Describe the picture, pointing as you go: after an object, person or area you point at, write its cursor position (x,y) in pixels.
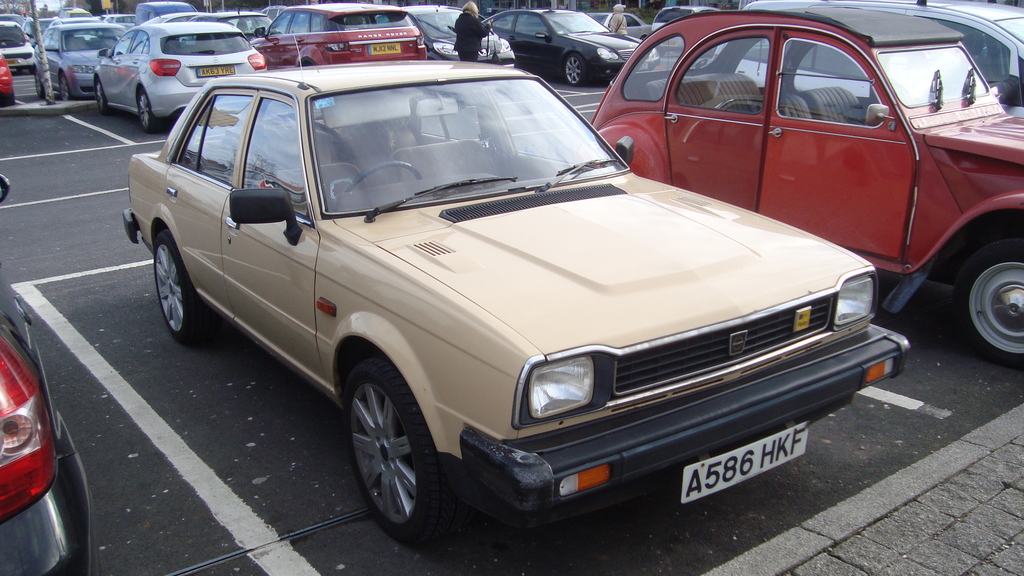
In this picture we can see vehicles (170,218) parked. At the top of the image (473,48), there are two persons (467,31). In the top left corner of the image (36,16), there is a pole (43,51).
